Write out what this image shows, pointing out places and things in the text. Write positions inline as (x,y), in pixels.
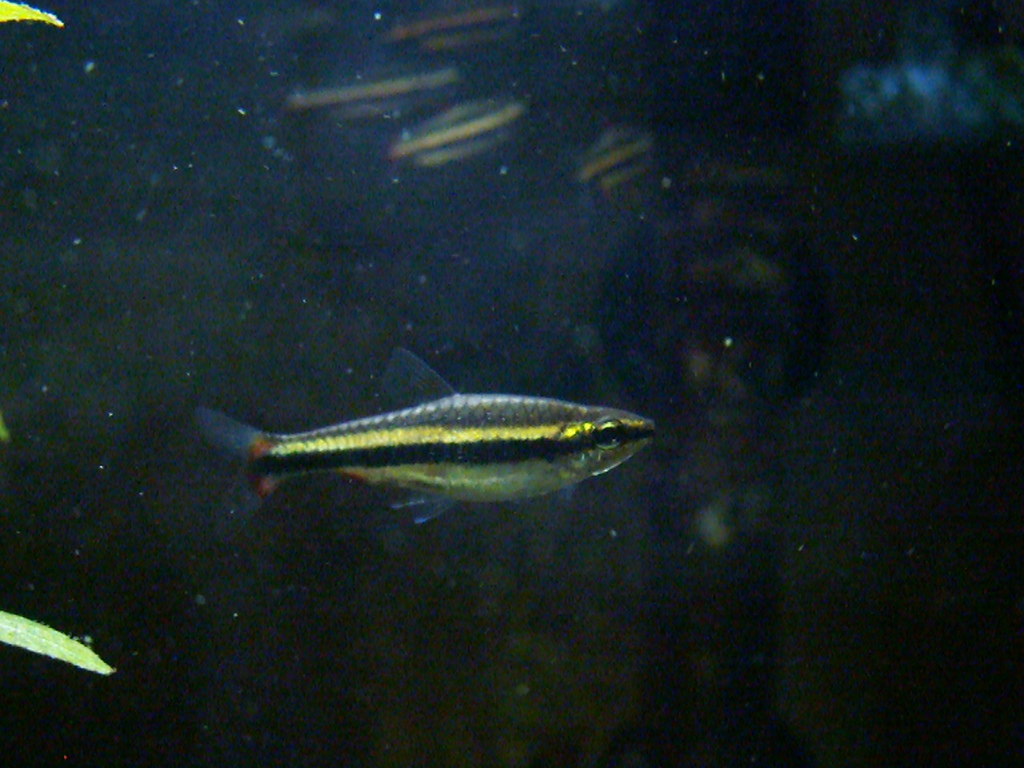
The picture is taken in a fish tank (62,370). In this picture there are fishes (453,475) and water (492,202). On the left (39,637) there are leaves (20,634).
